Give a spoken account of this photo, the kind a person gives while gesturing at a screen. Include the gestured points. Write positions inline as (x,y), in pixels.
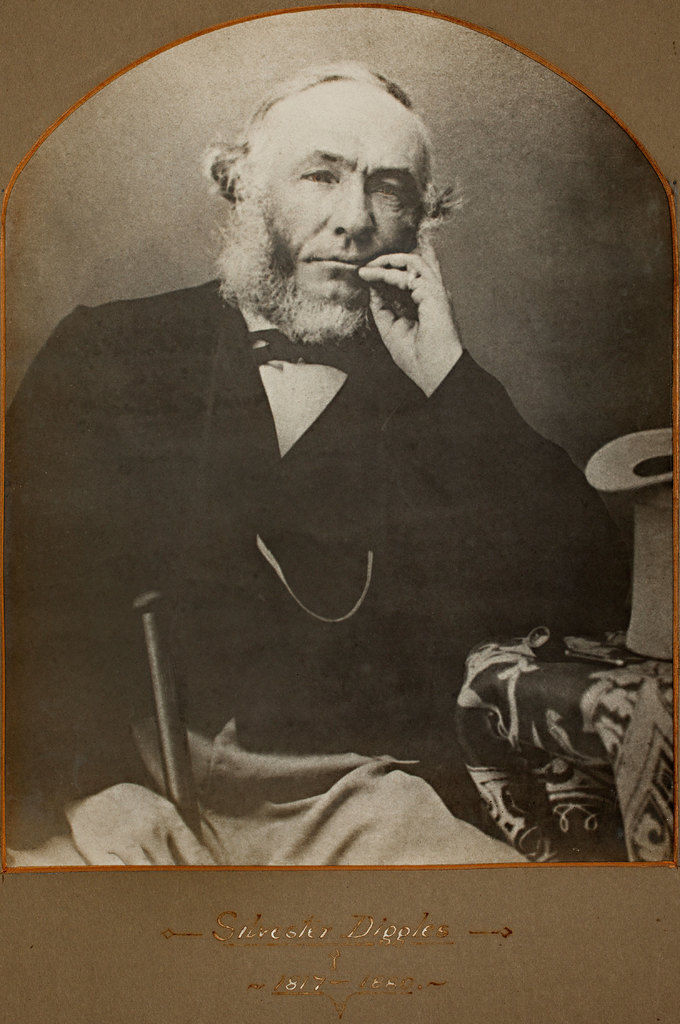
This is a black and white picture. At the bottom (372,929) there is text (338,960). In the center (227,362) we can see a person (203,493) sitting in a couch (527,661), he is holding an object (149,656).
